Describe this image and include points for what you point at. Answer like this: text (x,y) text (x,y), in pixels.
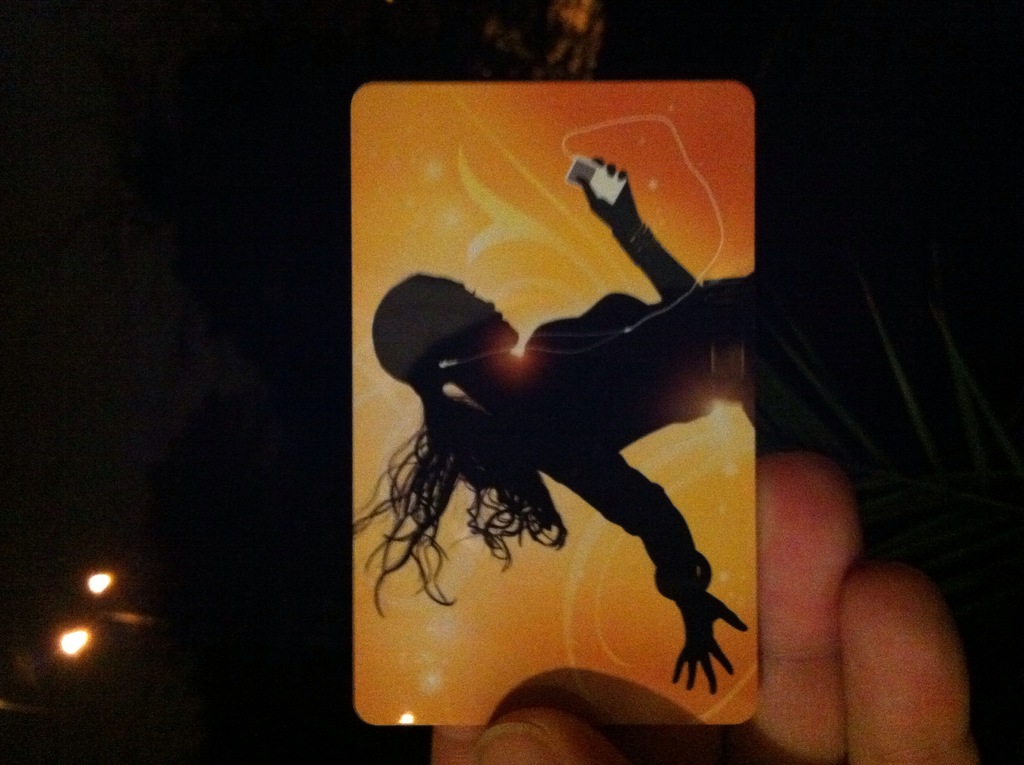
In this image, we can see a person (766,576) holding a card (593,561) and on the card (528,449), we can see an image (511,443) of a lady (483,466) holding an object (571,175). In the background (101,591), there are lights (93,581).
